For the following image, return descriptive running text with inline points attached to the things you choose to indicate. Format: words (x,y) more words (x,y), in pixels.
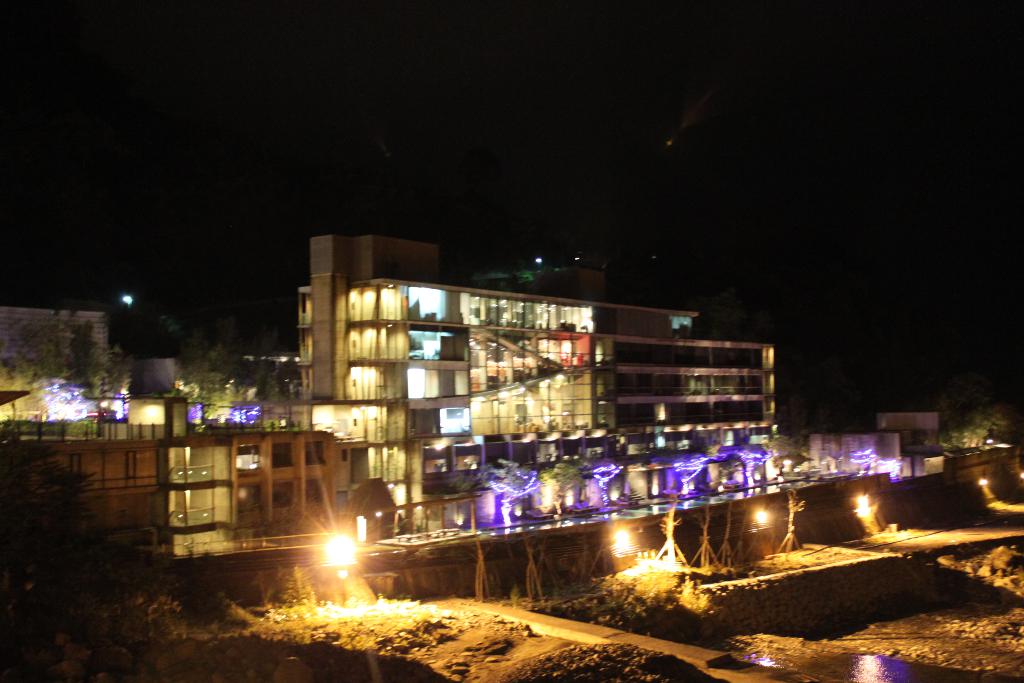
In this image we can see a few buildings (378,400), windows (459,421), there are some lights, plants (126,582), trees (48,492), and the background (688,223) is dark.
